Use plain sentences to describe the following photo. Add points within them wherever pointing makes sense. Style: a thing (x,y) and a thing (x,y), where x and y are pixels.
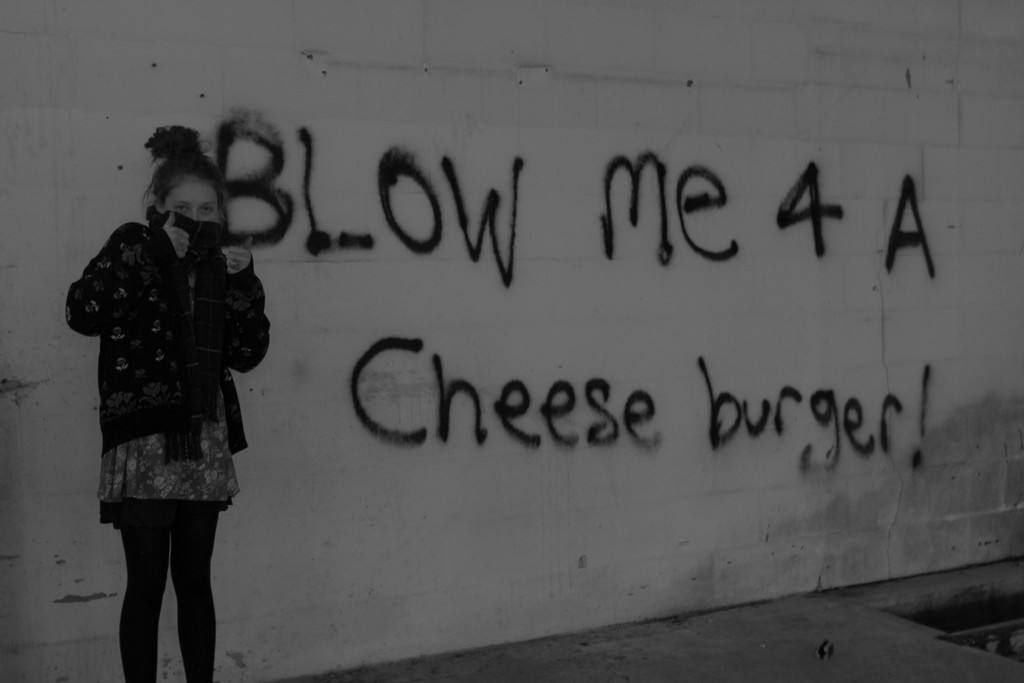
In this image we can see a woman (175,372) standing on the floor (771,624) and in the background (520,553) there is a wall (704,368) with some text (620,389).
